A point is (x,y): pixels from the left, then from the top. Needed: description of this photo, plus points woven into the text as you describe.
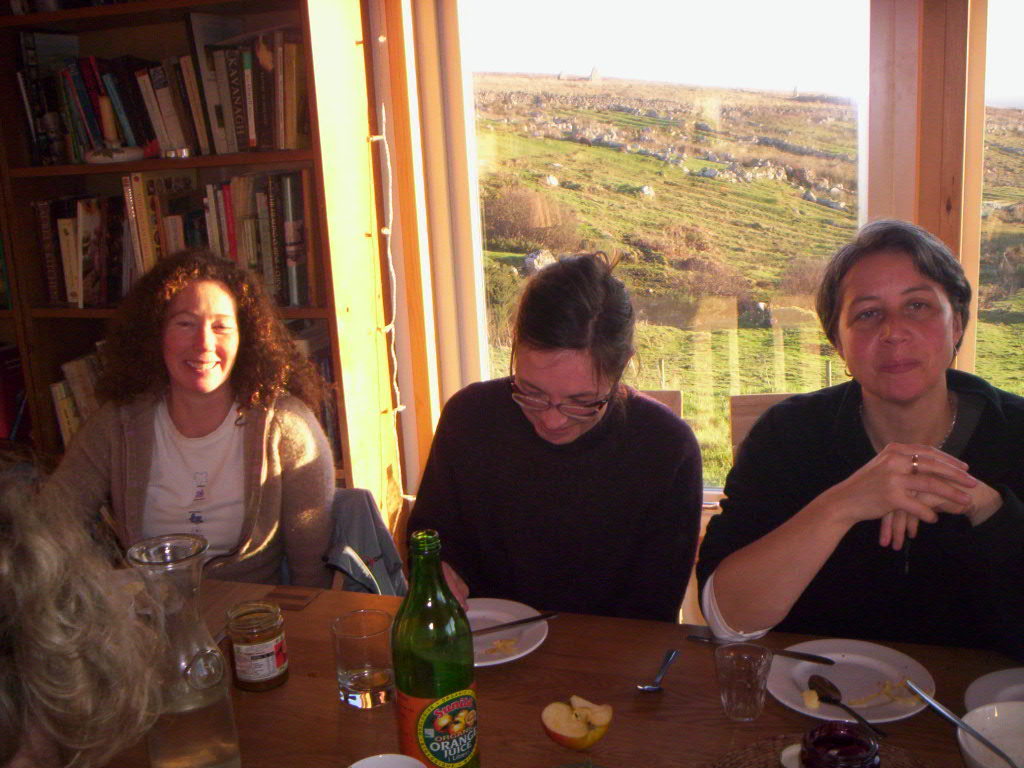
There are three persons (511,468) sitting in front of a table (564,633) which has some eatables (557,706) and drinks (336,650) on it and there is a book shelf (140,167) and a greenery ground (703,239) behind them.
